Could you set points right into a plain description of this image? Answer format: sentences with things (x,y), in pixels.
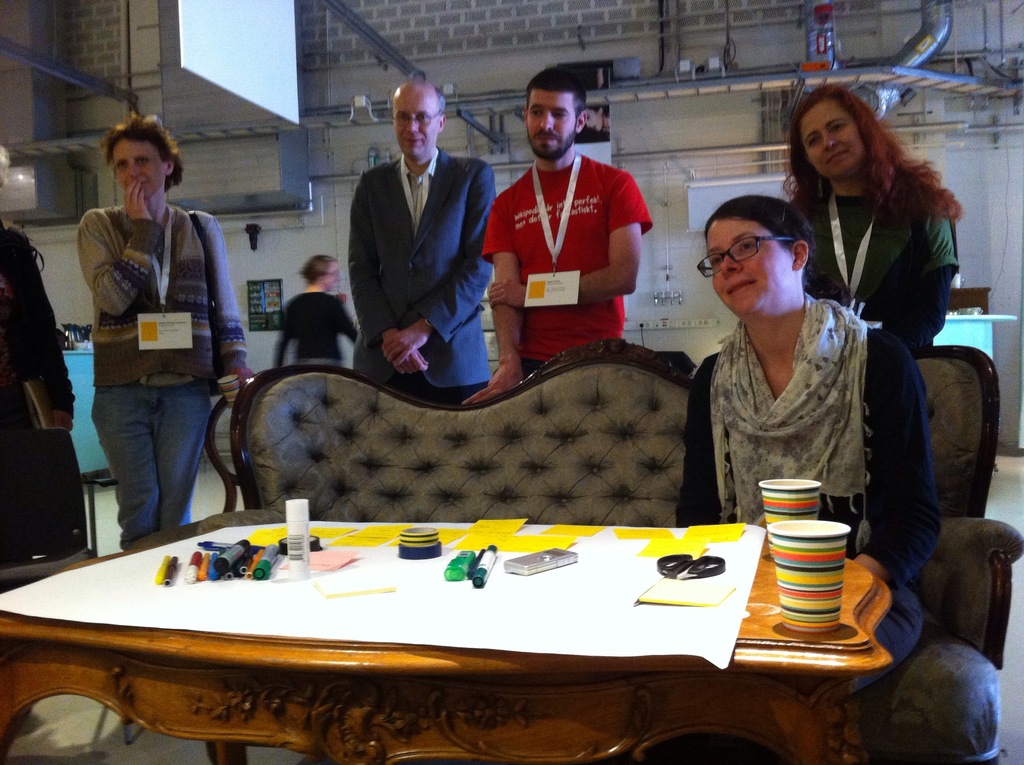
In this picture we see a table (846,661) and a sofa (962,398) on the table (857,619) we see some glasses (818,527) and some color pens (265,575), scissors (712,567) on the sofa (663,407) we see a woman (708,501) seated. on the back of her we see four people (476,176) standing.
